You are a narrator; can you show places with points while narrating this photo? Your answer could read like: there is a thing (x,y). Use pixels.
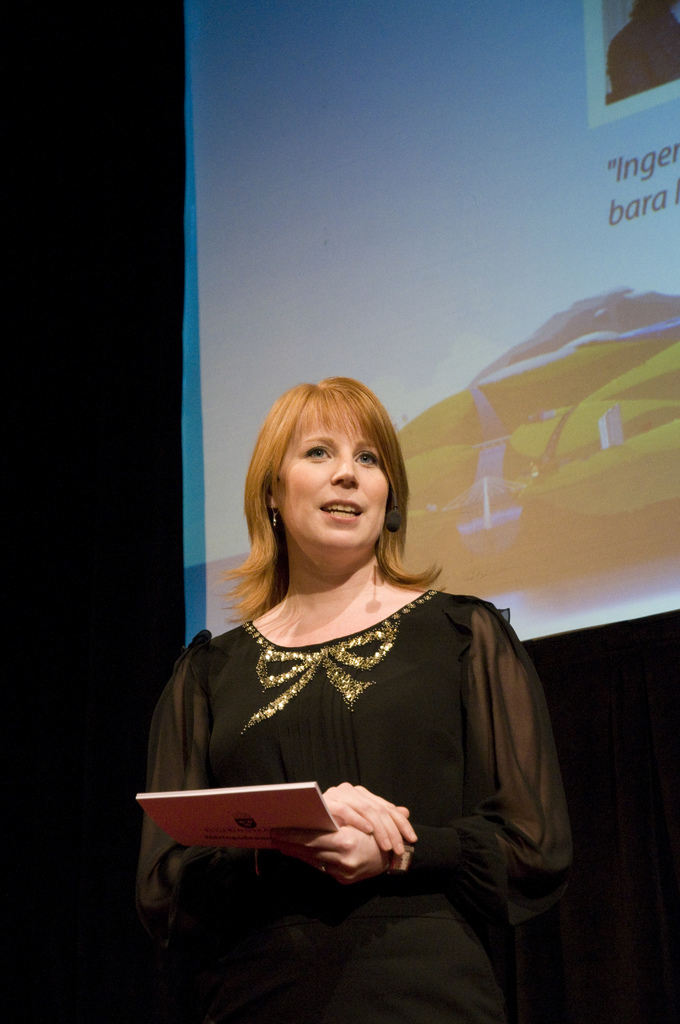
In the middle of the image (334,630) we can see a woman (376,749), she is holding a book (253,790), behind her we can see a screen (483,283).
